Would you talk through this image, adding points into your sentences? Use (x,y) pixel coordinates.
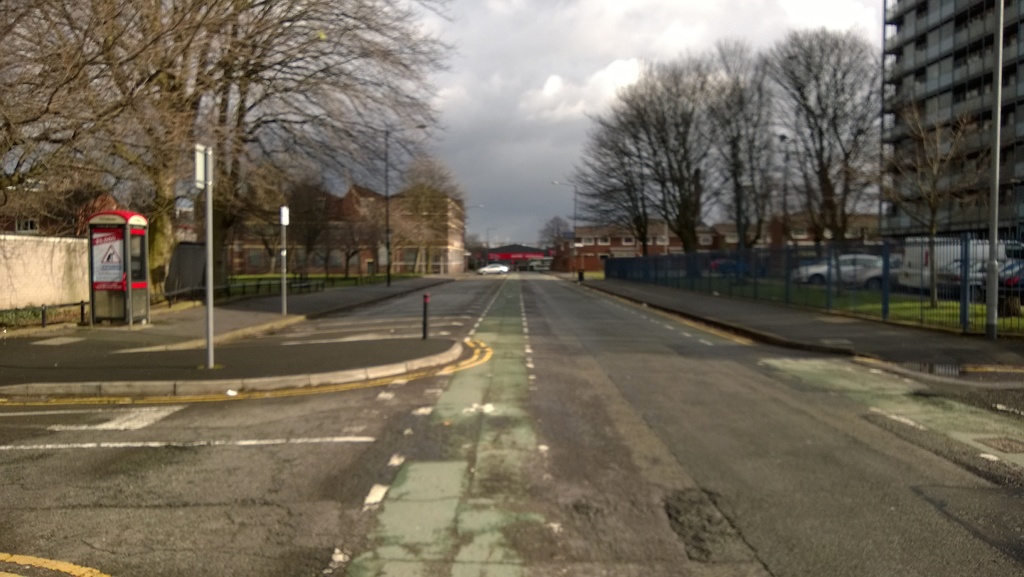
In this we can see there is a vehicle (492,270) on the road (520,290), on the left (259,227) and right side of the image (801,206) there are buildings (1007,206), trees (776,153), poles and street lights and there are a few vehicles (910,271) parked on the surface (836,300) of the grass (774,287), in front of that there is a railing (965,272), on the left side (109,286) we can see there is like a telephone booth (145,267) on the pavement (158,312). In the background (495,138) there is the sky (520,154).
